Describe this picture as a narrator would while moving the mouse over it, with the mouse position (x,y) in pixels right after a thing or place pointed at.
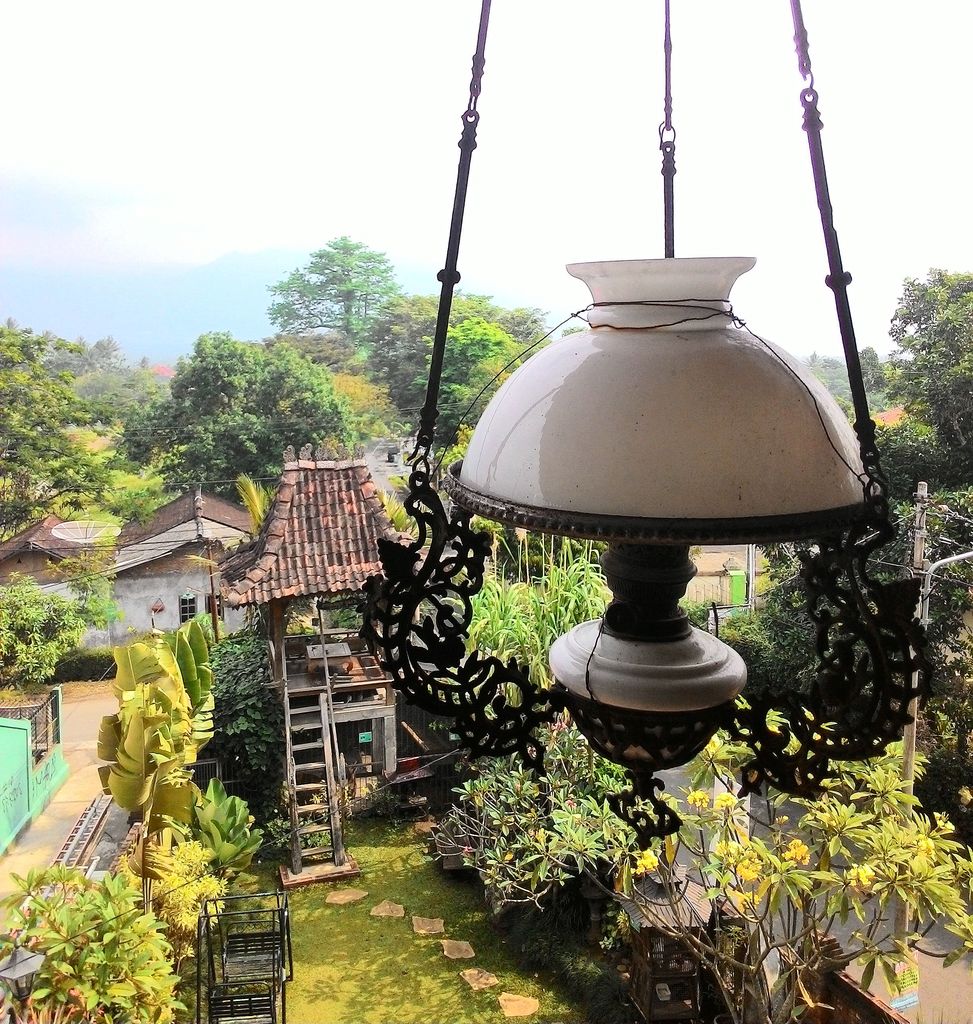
In this image I can see a building (176,610) in white color, trees (123,705) in green color. I can also see a light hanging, background (92,230) I can see sky (107,222) in white and blue color.
